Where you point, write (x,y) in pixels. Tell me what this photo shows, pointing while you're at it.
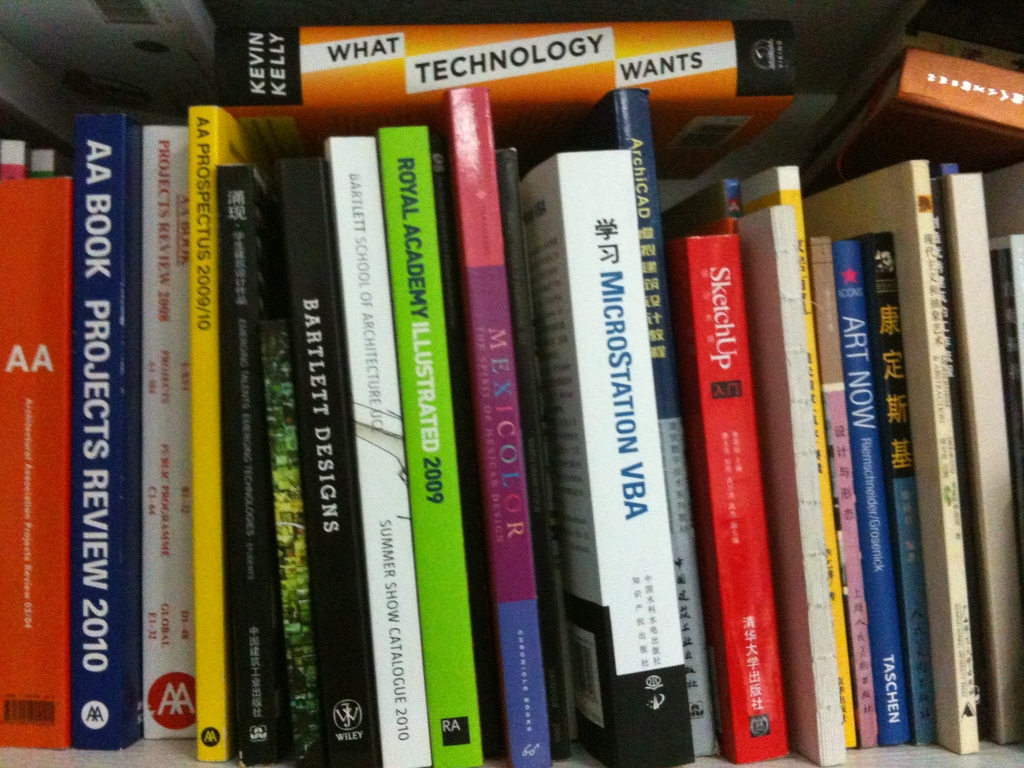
In this image, we can see some different kinds of books (458,369).
